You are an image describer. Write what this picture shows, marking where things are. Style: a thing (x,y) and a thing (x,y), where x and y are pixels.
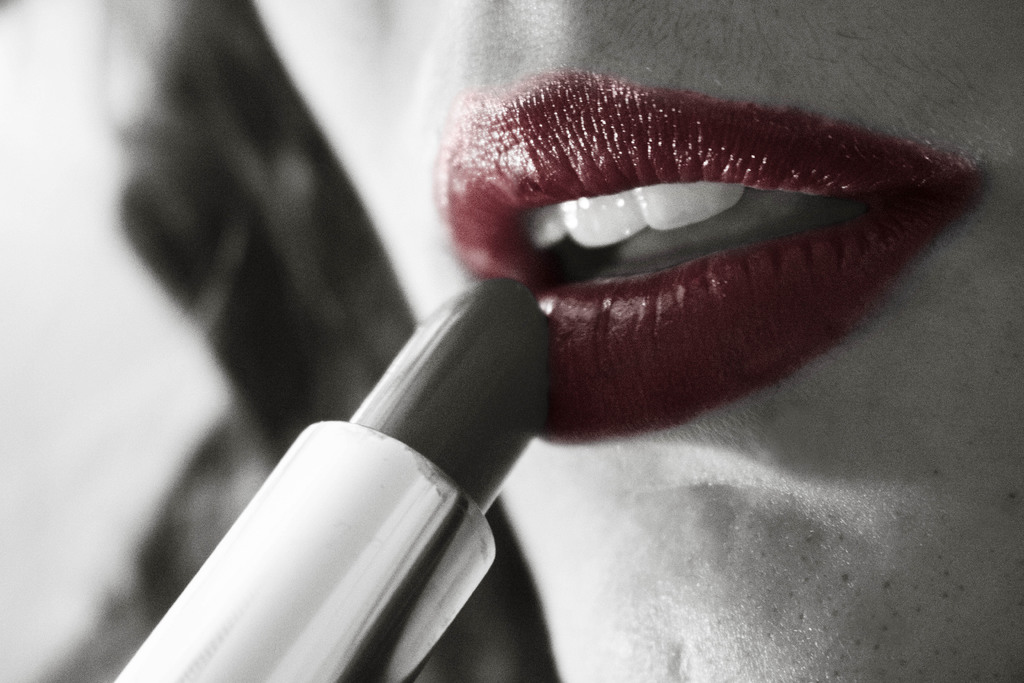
In the foreground of this picture (376,522), there is a lipstick (322,534) on the left bottom side of the image (334,480). On the right side (736,369), we can see a red lip (665,300) of a woman (658,105) and the hair (234,247) of her.
